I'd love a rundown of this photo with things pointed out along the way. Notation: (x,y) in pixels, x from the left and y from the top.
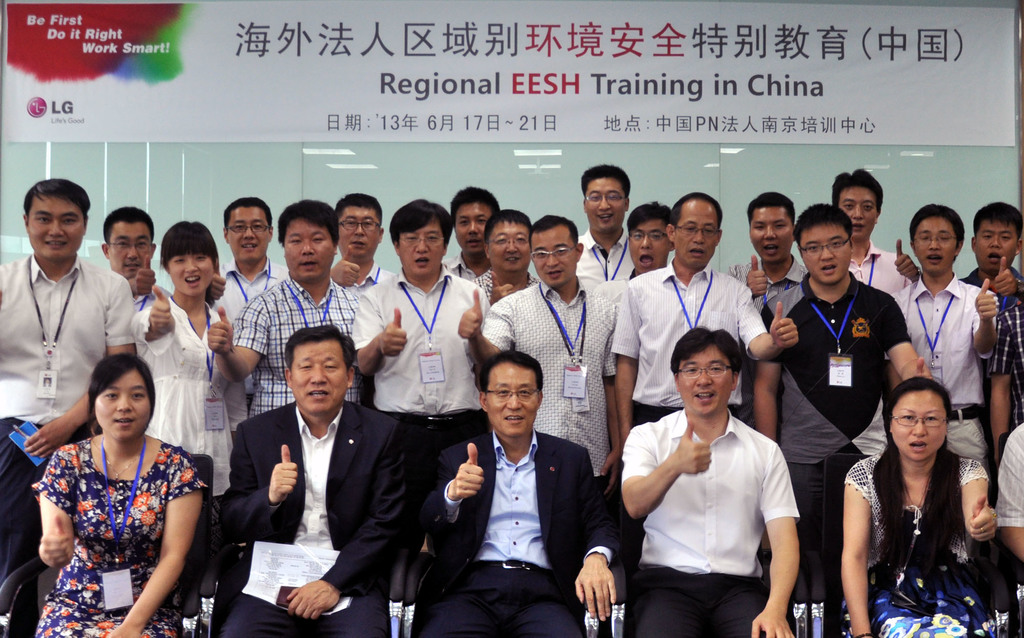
In this picture we can see a few people (755,454) are sitting on the chair (1002,554). Some people (428,214) are standing. There is a poster (414,24) and some lights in the background (1005,25).
